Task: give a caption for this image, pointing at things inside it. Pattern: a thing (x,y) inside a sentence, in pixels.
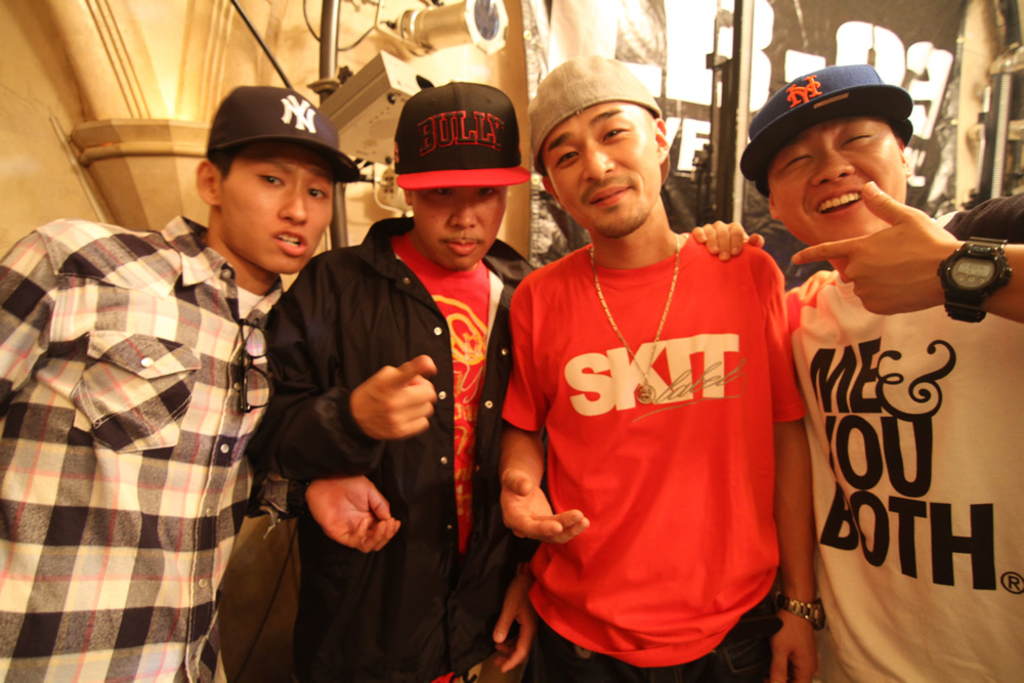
In the center of the image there are persons (661,682) standing wearing caps (432,141). In the background of the image (70,180) there is a wall (56,202).
